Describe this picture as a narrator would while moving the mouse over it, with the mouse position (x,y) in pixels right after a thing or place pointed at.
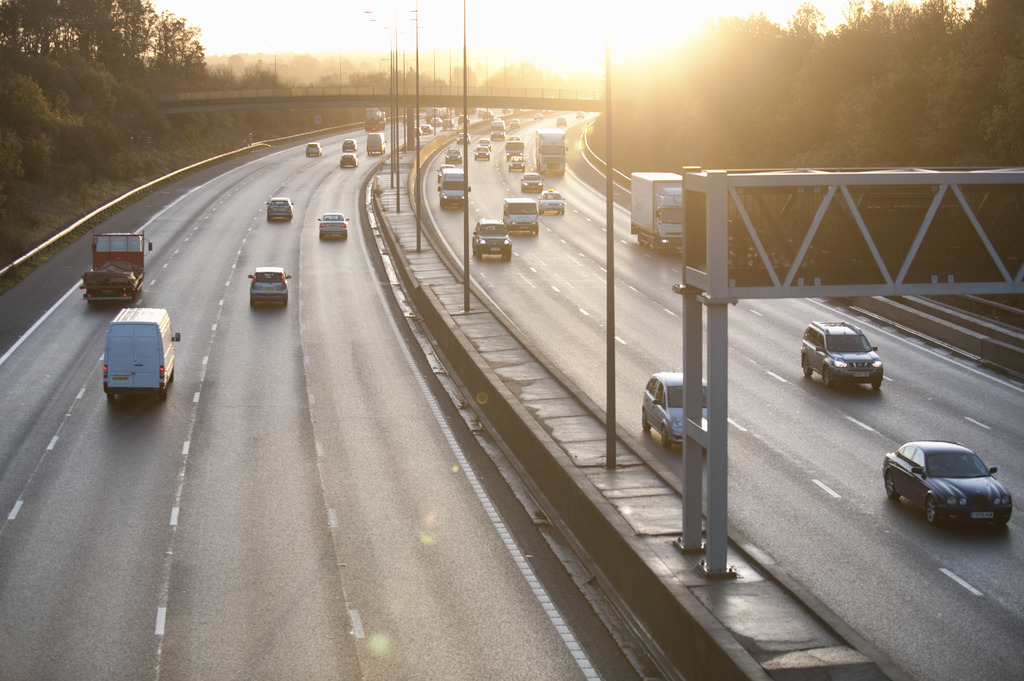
In this image I can see the road (599,326). On the road (598,380) there are many vehicles (258,286). To the side of the road (369,265) there are many poles (611,379) and trees (878,155). To the right (726,253) I can see the board (820,238). In the background (308,97) I can see the bridge (351,91), few more trees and the sky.
